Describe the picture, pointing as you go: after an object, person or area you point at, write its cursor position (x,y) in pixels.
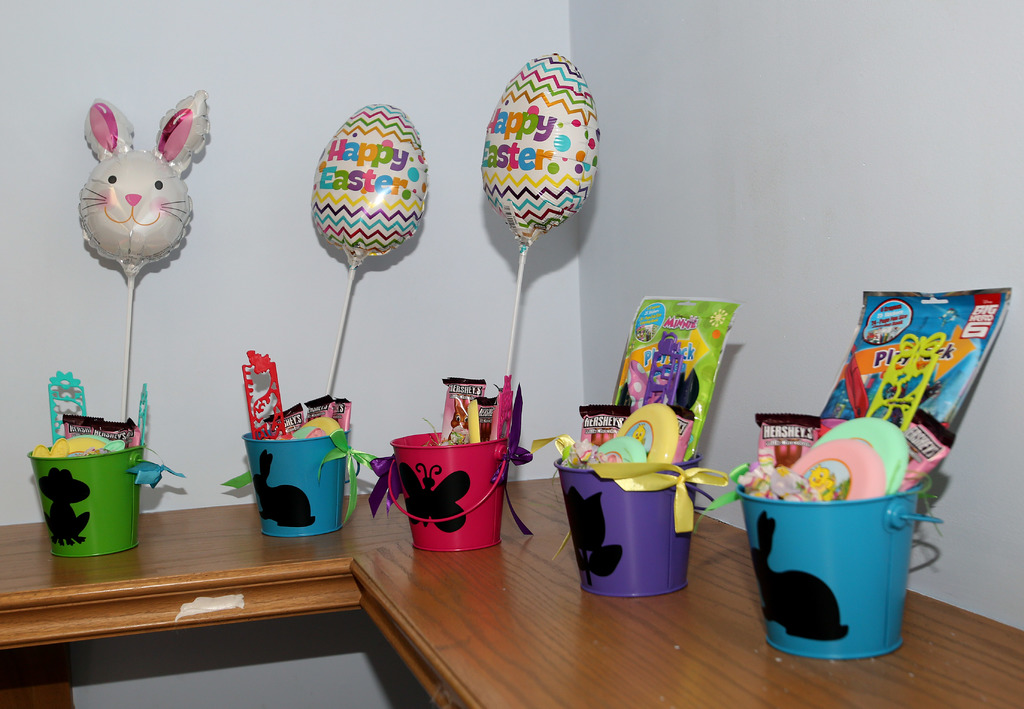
There are small buckets (463,469) with toys (995,298) and air balloons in it.
